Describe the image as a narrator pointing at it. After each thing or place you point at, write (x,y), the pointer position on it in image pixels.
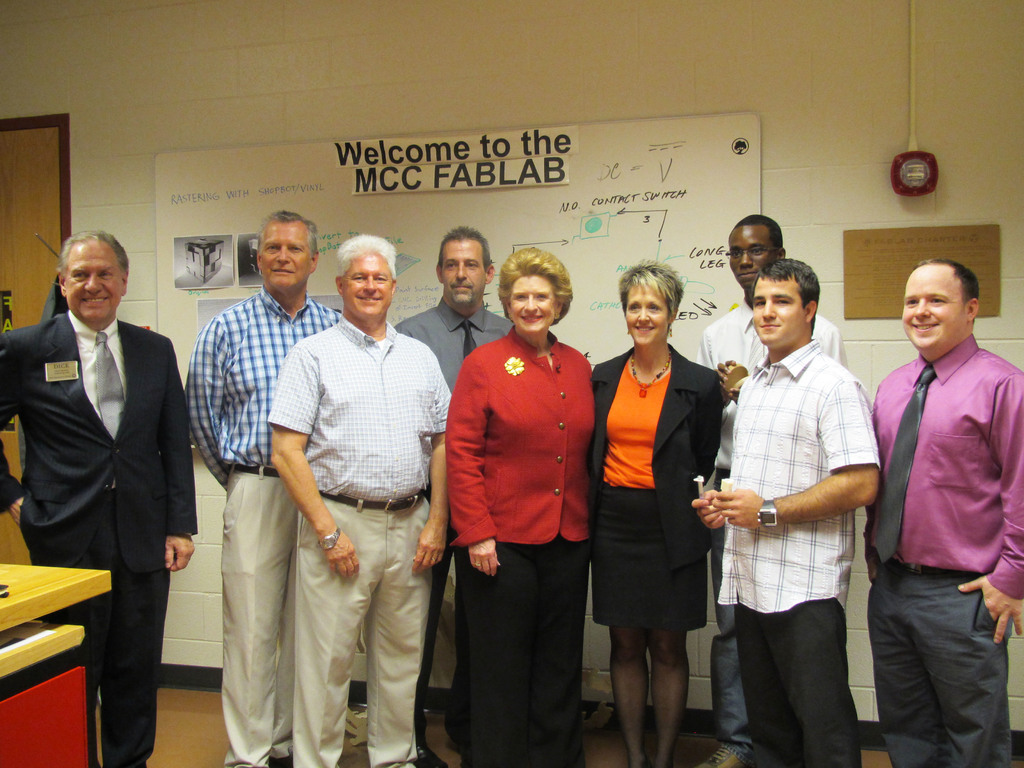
In the picture we can see some group of persons (618,438) standing and posing for a photograph and in the background of the picture (183,91) there is a wall (294,133), screen (341,186), door (53,207).
